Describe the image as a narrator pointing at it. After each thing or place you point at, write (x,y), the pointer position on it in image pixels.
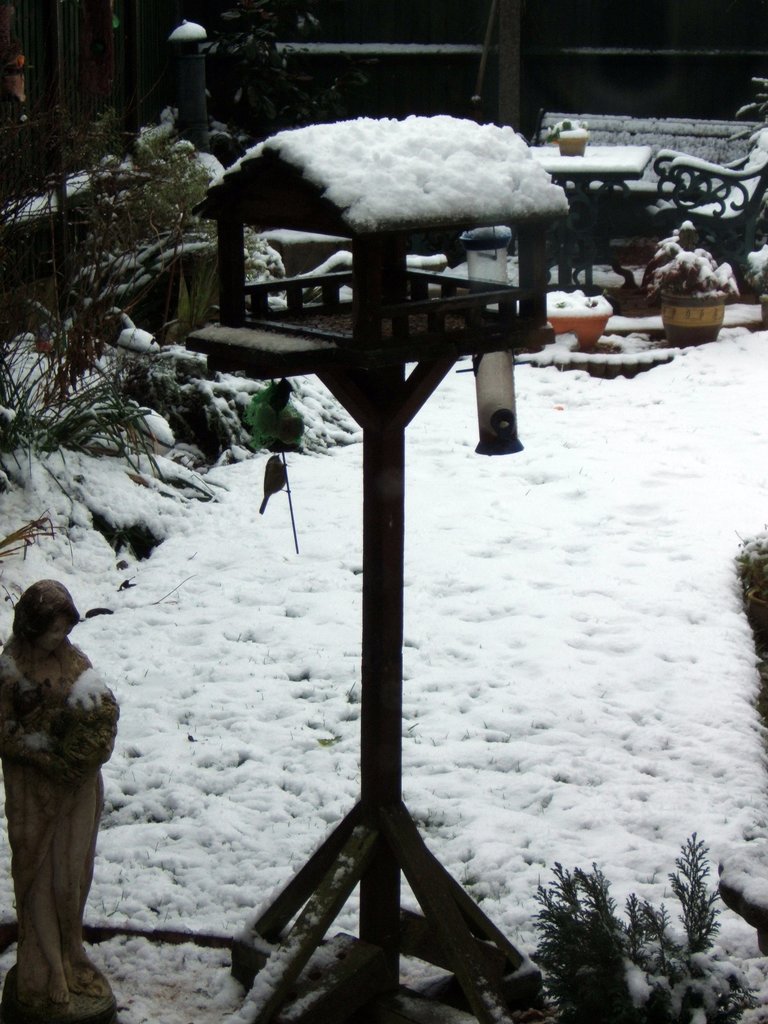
On the left side (90,680), there is a statue (47,663) of a woman (30,600) who is holding a baby (104,709). In the middle of this image (407,354), there is a snow (436,145) on the toy house (241,296), which is on a wooden pole (388,854). On the right side (600,957), there is a plant (643,989). In the background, there is snow (737,163) on the potted plants (666,284), a table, a chair (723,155) and other objects (651,66).
